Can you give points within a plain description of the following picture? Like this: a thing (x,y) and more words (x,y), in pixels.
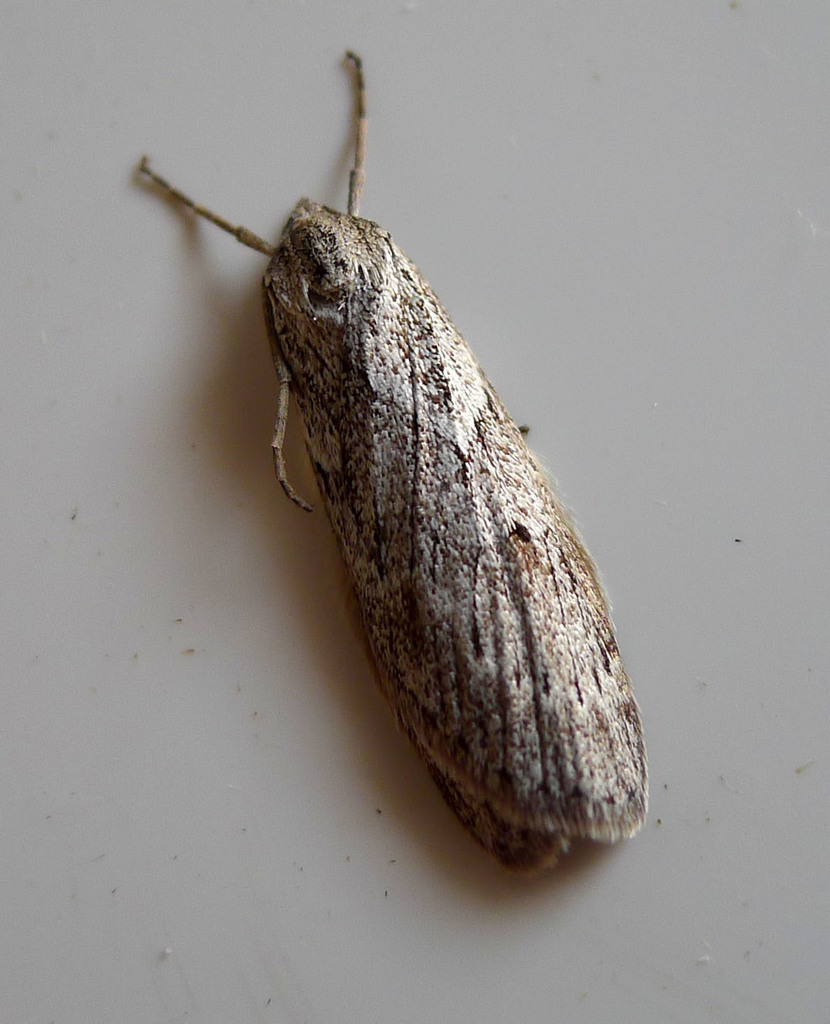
We can see insect (376,232) on the white surface (321,26).
